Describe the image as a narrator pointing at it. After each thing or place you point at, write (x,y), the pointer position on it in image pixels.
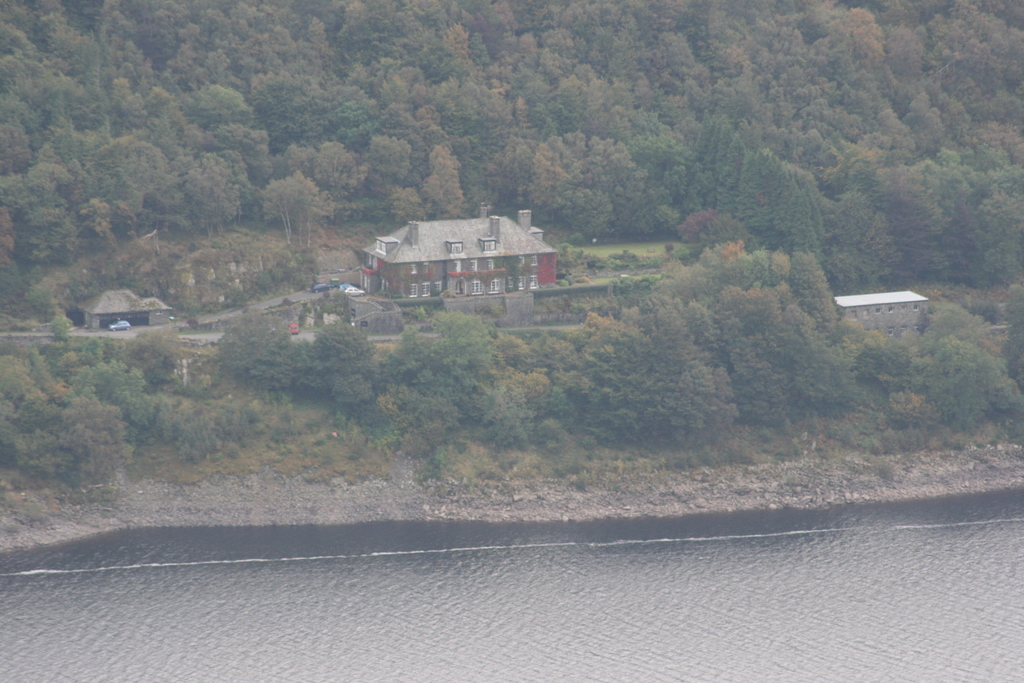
At the bottom of the image (155,625) we can see water (1022,577). In the middle of the image (500,444) we can see some trees (3,109), buildings (488,256) and vehicles (118,326).
